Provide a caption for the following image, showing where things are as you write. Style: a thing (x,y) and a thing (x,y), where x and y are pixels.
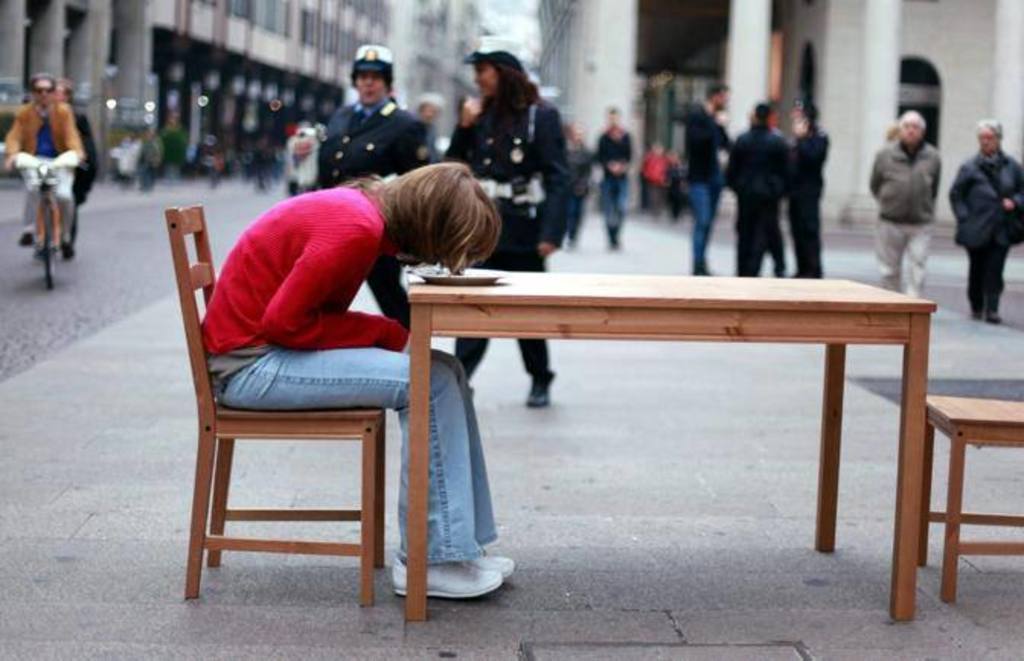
There is a group of a people (511,268). In the center (372,378) we have a woman (371,360). She is sitting on a chair (368,418). There is a table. There is a plate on a table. We can see in the background (697,360) there is a buildings (655,108), pillars (628,120) and road (694,393).
